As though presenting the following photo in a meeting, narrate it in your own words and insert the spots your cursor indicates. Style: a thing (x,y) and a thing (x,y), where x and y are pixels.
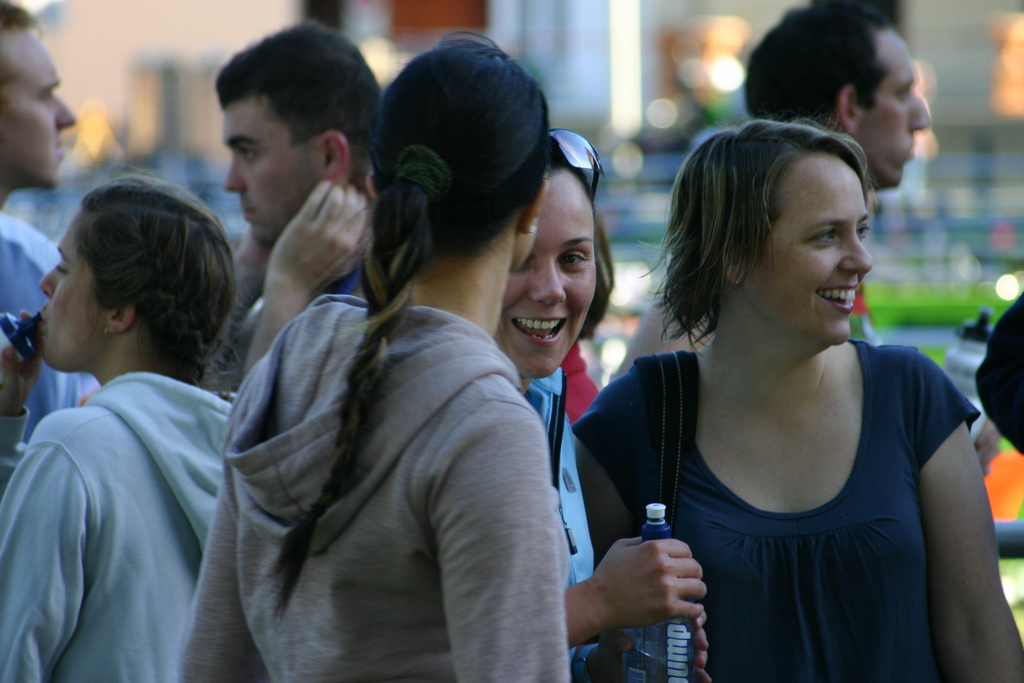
In this image we can see four women (463,446) and three men (11,160) are standing, one woman (555,201) is holding bottle (677,636) in her hand (668,603).
